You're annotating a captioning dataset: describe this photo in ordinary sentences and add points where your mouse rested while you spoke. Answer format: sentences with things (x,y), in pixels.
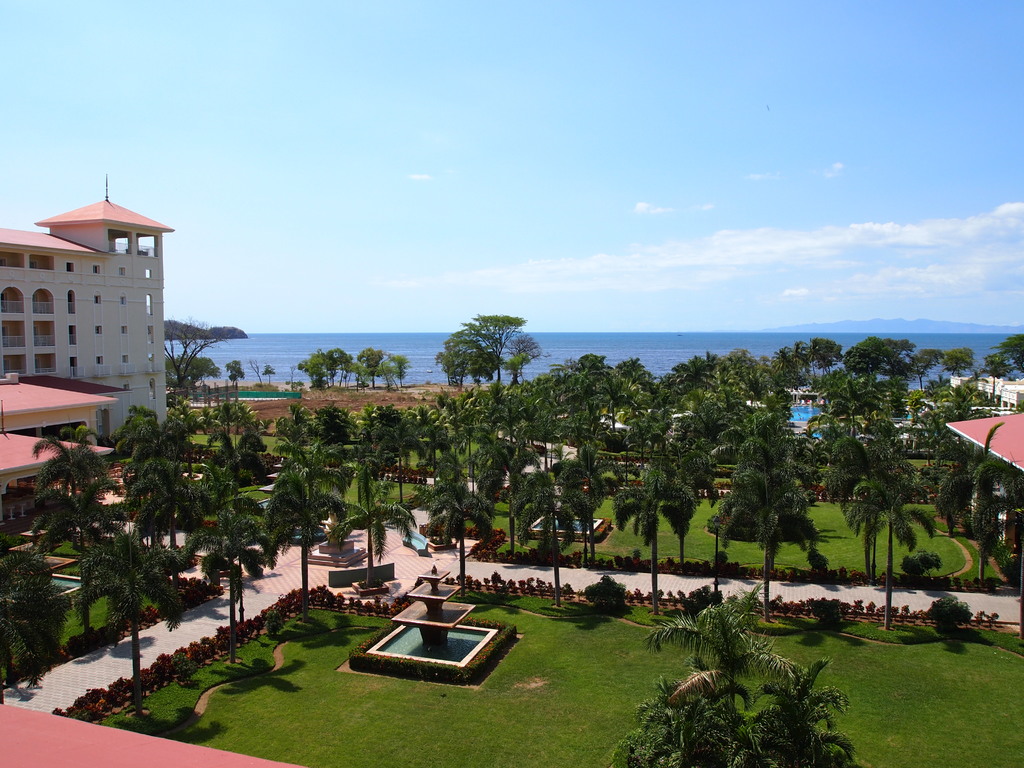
In this picture there are few fountains (407,631), greenery ground (558,715) and few trees (731,666) and there are buildings (136,399) on either sides of it and there is water (657,343) in the background (546,334).
